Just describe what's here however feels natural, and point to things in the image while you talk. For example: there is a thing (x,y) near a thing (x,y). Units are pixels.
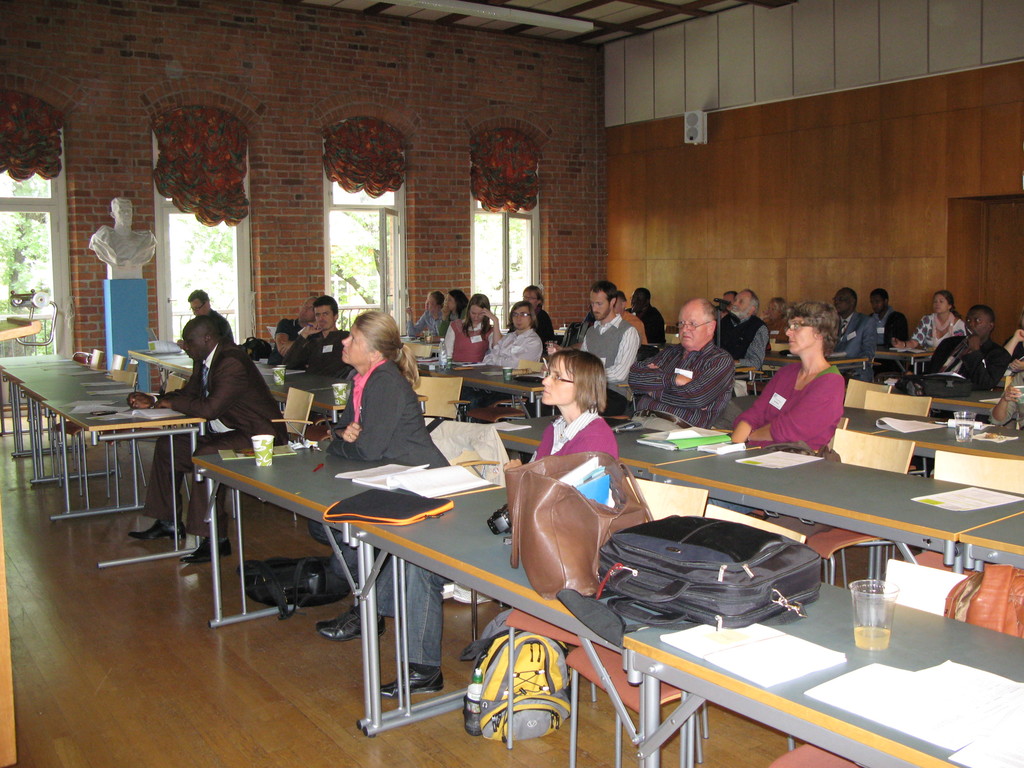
In the image few people (455,295) are sitting on chairs (473,415) in front of them there are few tables (20,379). On the tables (944,640) there are some papers (986,699), books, bags (575,566) and cups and glasses (867,617). Behind them there is a wall (418,107) and there are some windows (213,235). Through the windows (3,262) we can see some trees (36,217).
